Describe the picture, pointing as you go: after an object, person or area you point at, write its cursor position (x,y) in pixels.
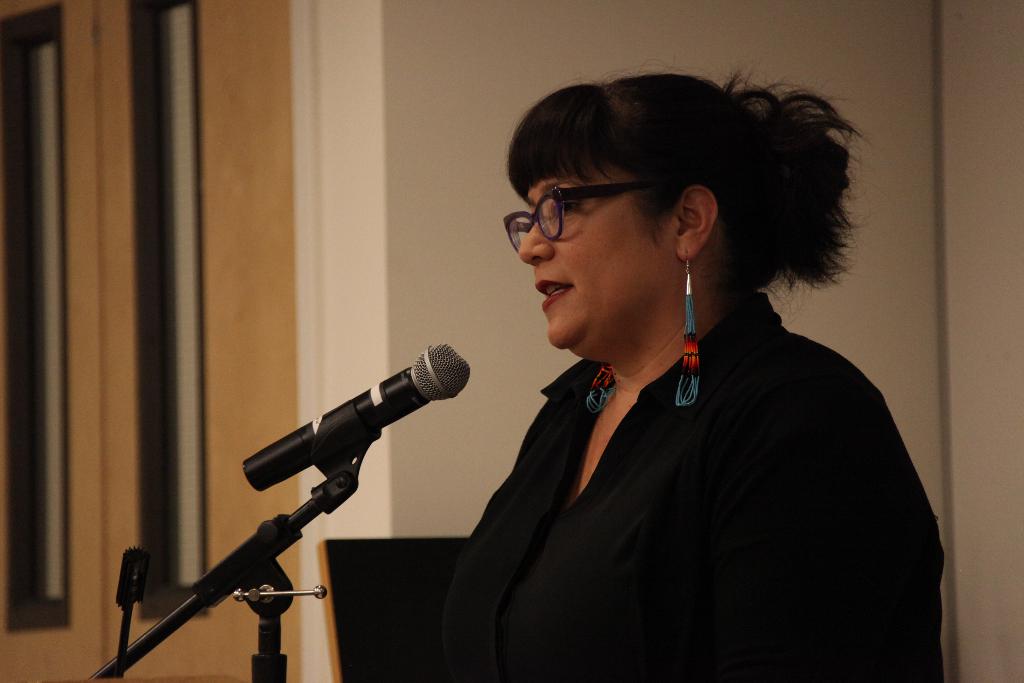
In this image I can see the person (594,403) standing in-front of the mic (343,469). The person (581,294) is wearing the black color dress (584,501) and also specs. In the back (358,157) I can see the wall (368,123).
